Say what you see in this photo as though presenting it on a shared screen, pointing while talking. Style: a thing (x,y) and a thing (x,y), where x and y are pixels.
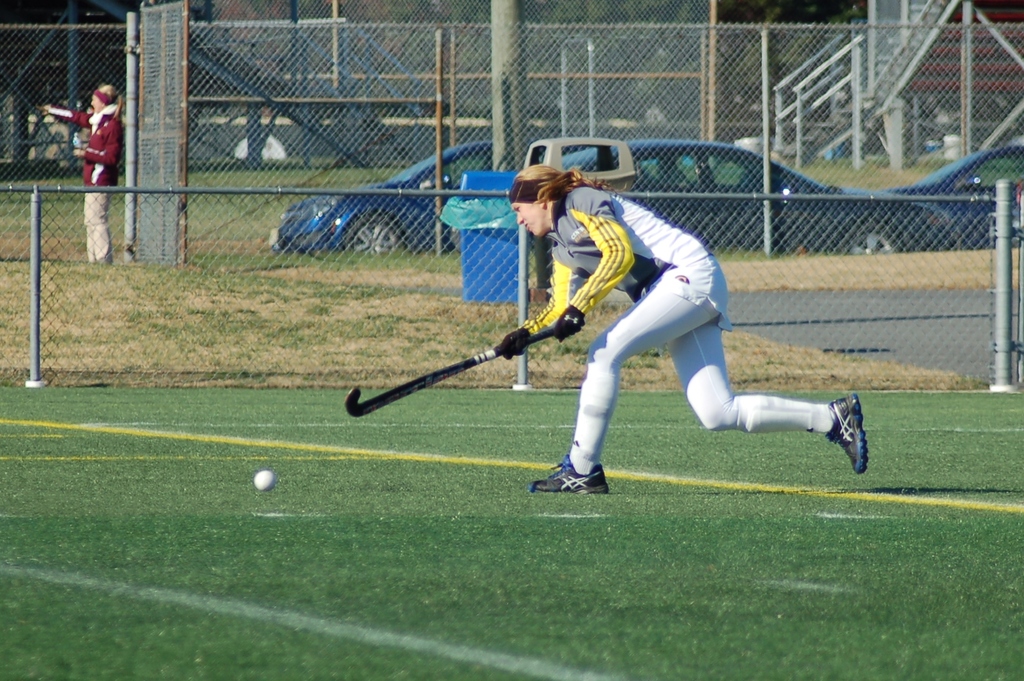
In this image there is a lady (628,267) playing on the ground (525,458) with a hockey stick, behind her there is a net fence (429,98) and there is a lady (90,130) standing. In the background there are few cars (643,179) parked.
